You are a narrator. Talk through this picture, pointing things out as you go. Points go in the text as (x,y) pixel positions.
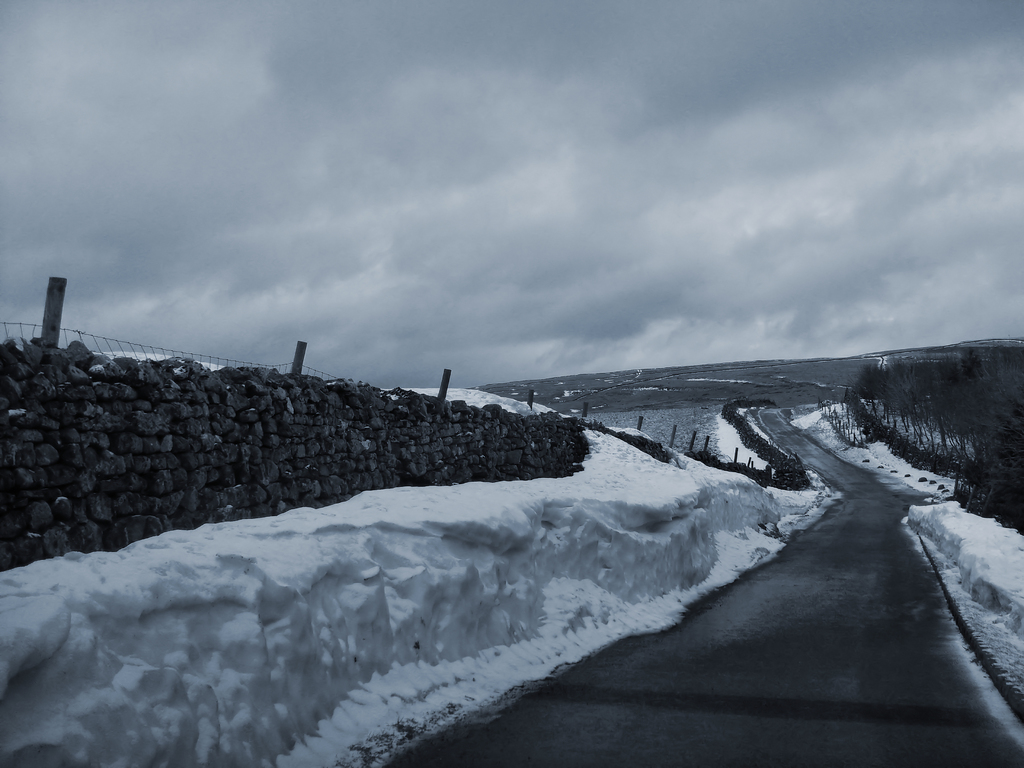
In this image there is the sky (536,169) towards the top of the image (511,144), there are clouds (503,152) in the sky (598,130), there is road (829,648) towards the bottom of the image (826,621), there are trees (955,408) towards the right of the image (984,403), there is a rock wall (315,452) towards the left of the image (192,443), there is a fence (707,442), there is ice (624,532) on the ground (684,443).
